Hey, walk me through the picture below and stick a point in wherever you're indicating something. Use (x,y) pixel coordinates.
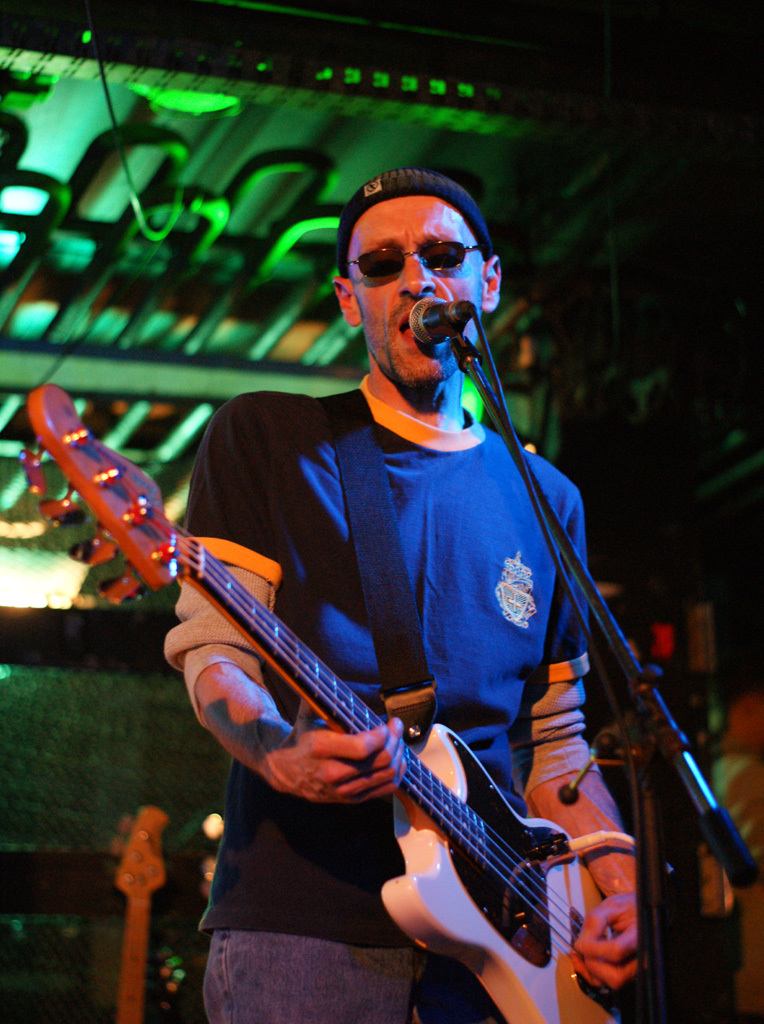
In this image I can see one person (432,621) is standing and holding the guitar (560,949). In front (425,314) I can see the mic (413,308) and the stand (572,550). Back I can see few objects (56,328) and green color lighting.
